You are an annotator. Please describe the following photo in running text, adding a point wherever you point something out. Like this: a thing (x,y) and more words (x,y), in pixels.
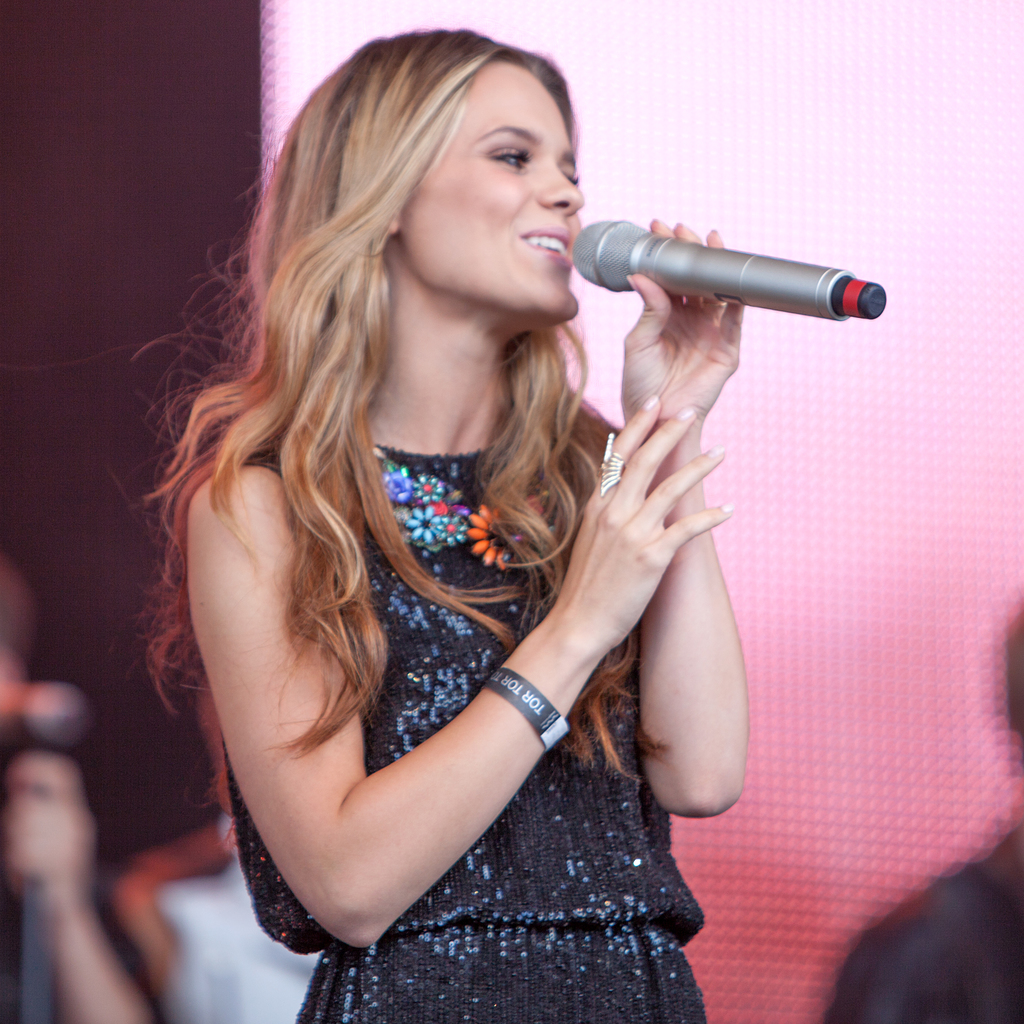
The picture a women (526,565) wearing black color dress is singing a song, she hold mic (709,260) in her left hand (727,322) there is a black color band (543,736) to her right hand (520,730), in the background (770,48) it is a pink color screen (995,345).
